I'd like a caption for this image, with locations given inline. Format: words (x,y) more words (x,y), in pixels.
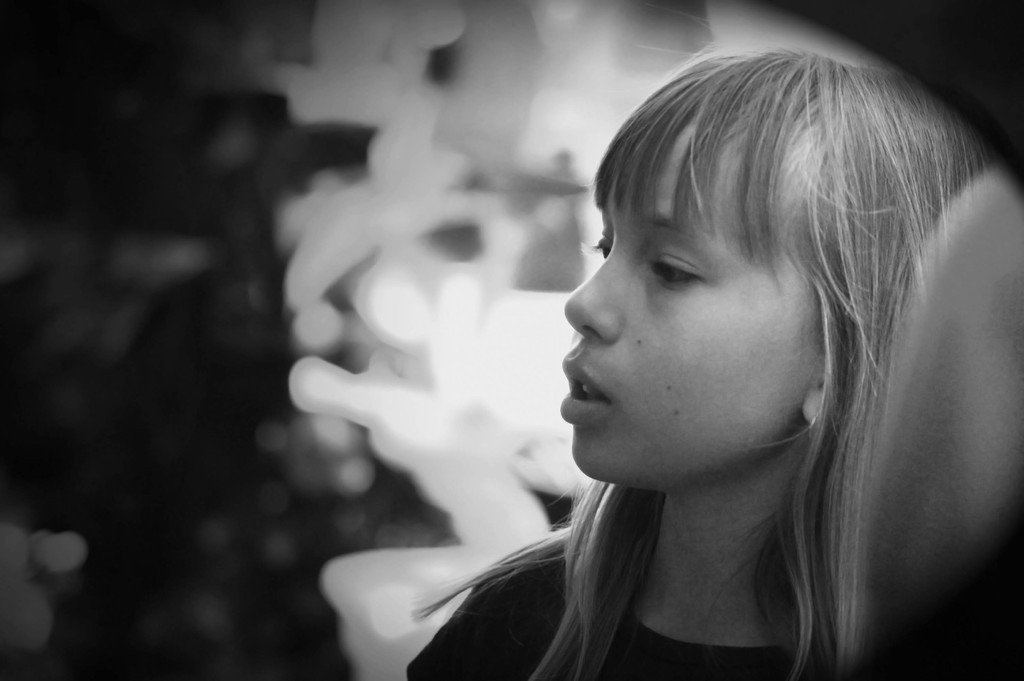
This is a black and white image. A girl (628,307) is present at the right (841,560). The background (90,137) is blurred.
